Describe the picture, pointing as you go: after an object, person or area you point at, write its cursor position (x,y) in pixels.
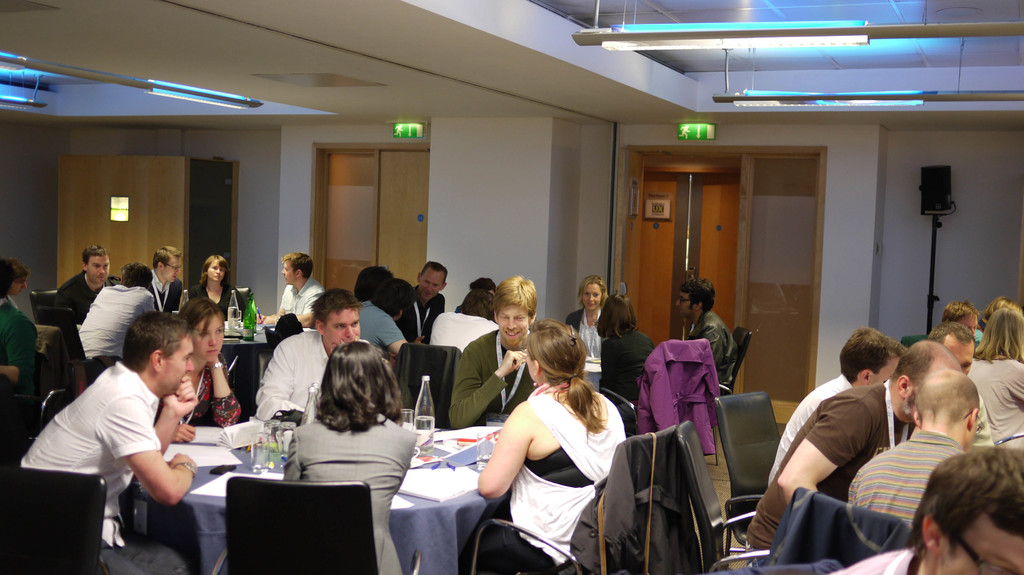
In this image I can see number of people (399,304) are sitting on chairs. I can also see most of them are wearing ID cards (498,354). I can also see few tables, few jackets (672,510) and on these tables (242,392) I can see few bottles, number of glasses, number of papers (217,438) and few other things. In the background (173,215) I can see few doors (790,221) and on the right side of the image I can see a black colour speaker (932,193). On the top side of the image (921,33) I can see few lights (936,92) and few green colour sign boards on the ceiling (521,60).
